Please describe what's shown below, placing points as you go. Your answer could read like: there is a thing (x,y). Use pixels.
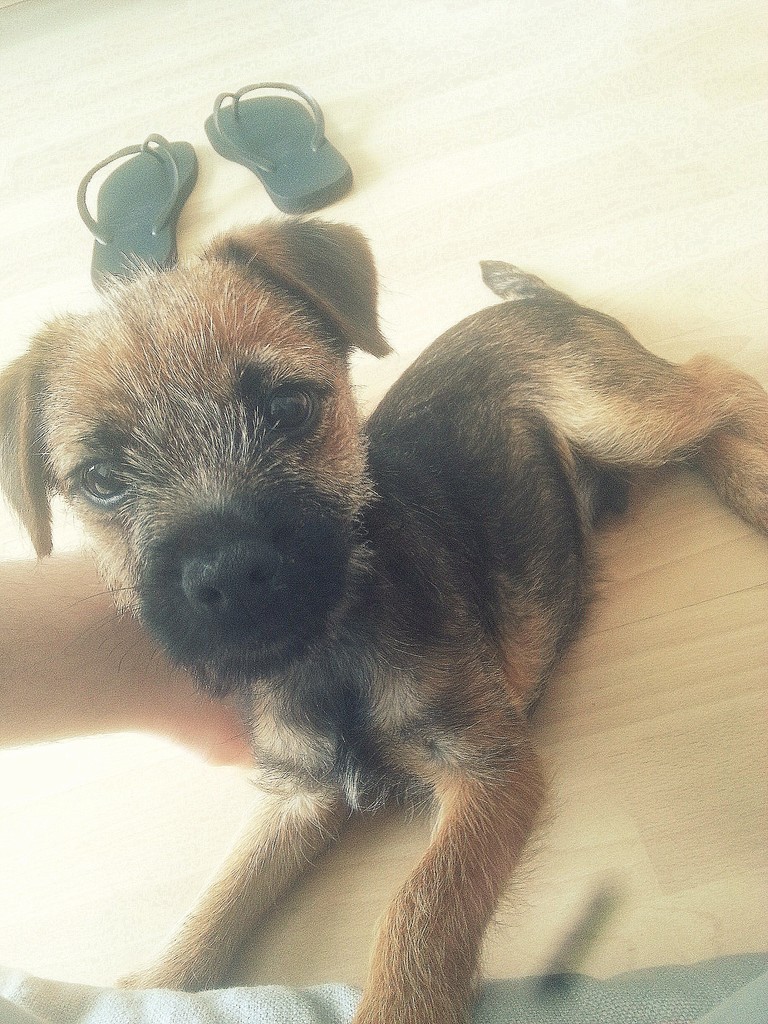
In this image we can see the dog (166,293), slippers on the wooden surface (338,867).
